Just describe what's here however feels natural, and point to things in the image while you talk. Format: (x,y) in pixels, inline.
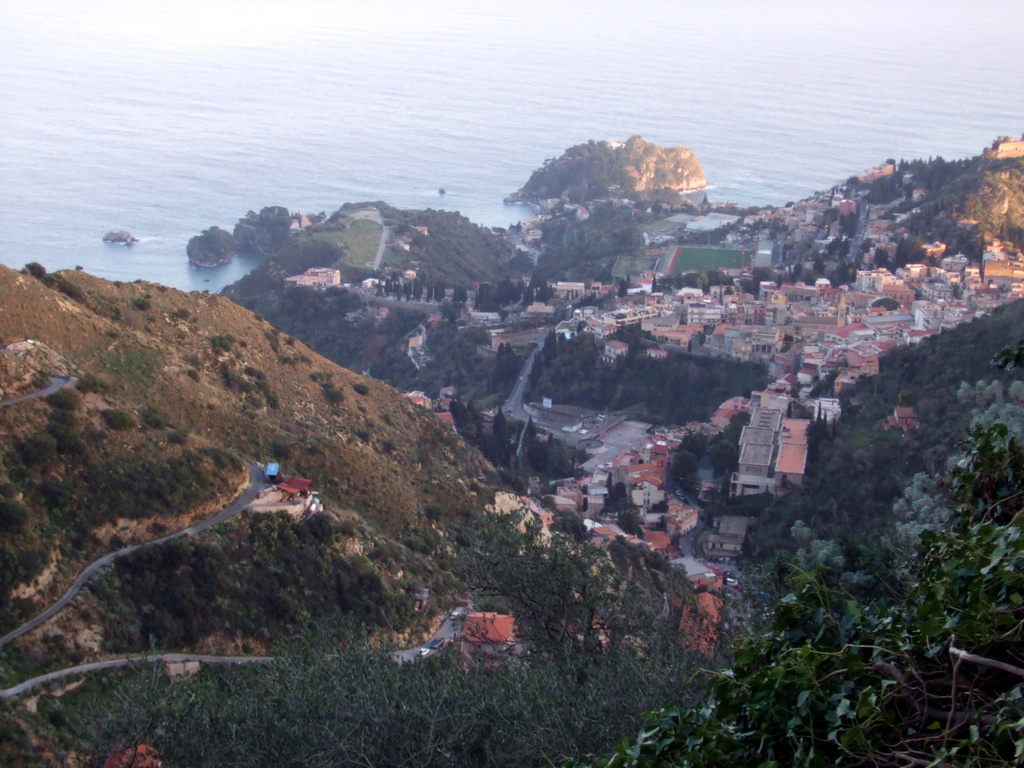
In this image we can see a group of buildings (603,490), trees (590,608), pathways (228,515), the hills (243,544) and a large water body (529,165).
